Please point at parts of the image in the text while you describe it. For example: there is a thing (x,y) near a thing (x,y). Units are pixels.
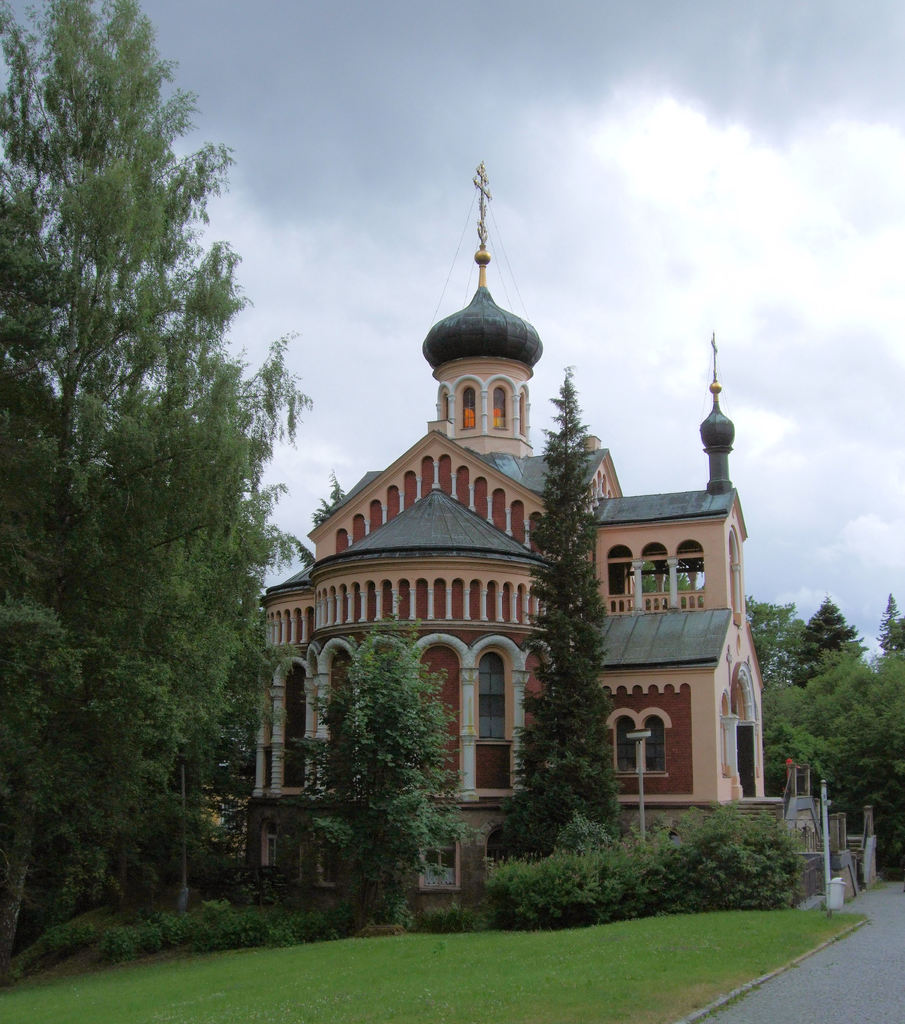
In the center of the image (371,535) we can see building (519,566). On the left side of the image (31,274) we can see trees (188,598). On the right side of the image (800,708) we can see trees (776,735). At the bottom of the image (656,955) we can see road (839,1014), trees (399,907) and grass (412,938). In the background (438,222) we can see sky (476,205) and clouds (467,125).
